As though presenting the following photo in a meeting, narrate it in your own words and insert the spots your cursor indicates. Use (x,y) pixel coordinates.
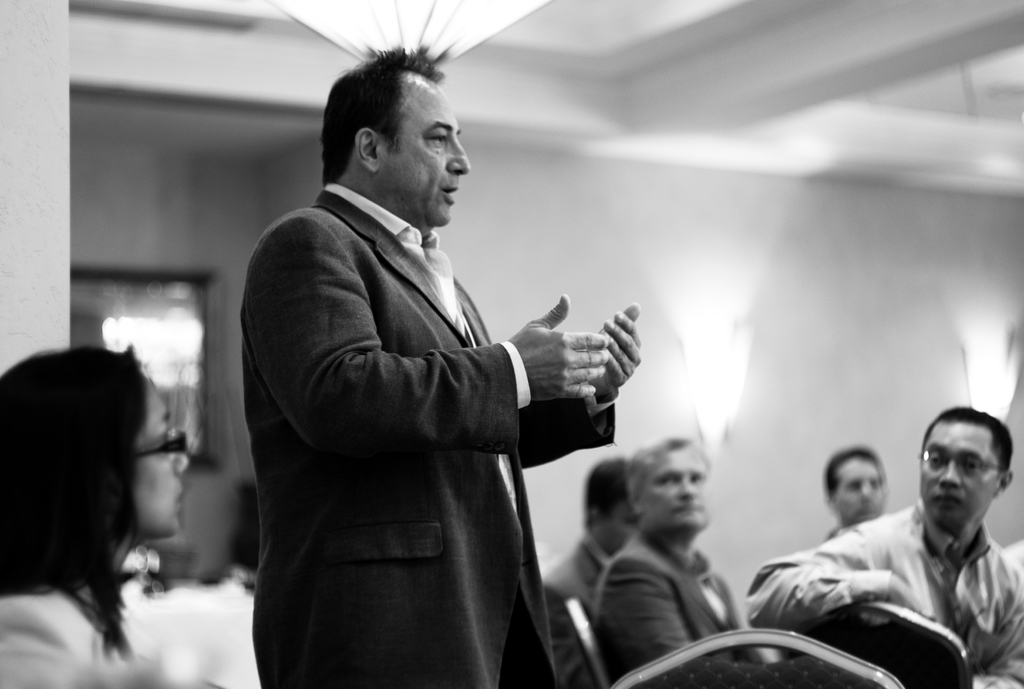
In this picture I can see a person (505,353) standing on the surface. I can see a few people (677,505) sitting on the chairs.
